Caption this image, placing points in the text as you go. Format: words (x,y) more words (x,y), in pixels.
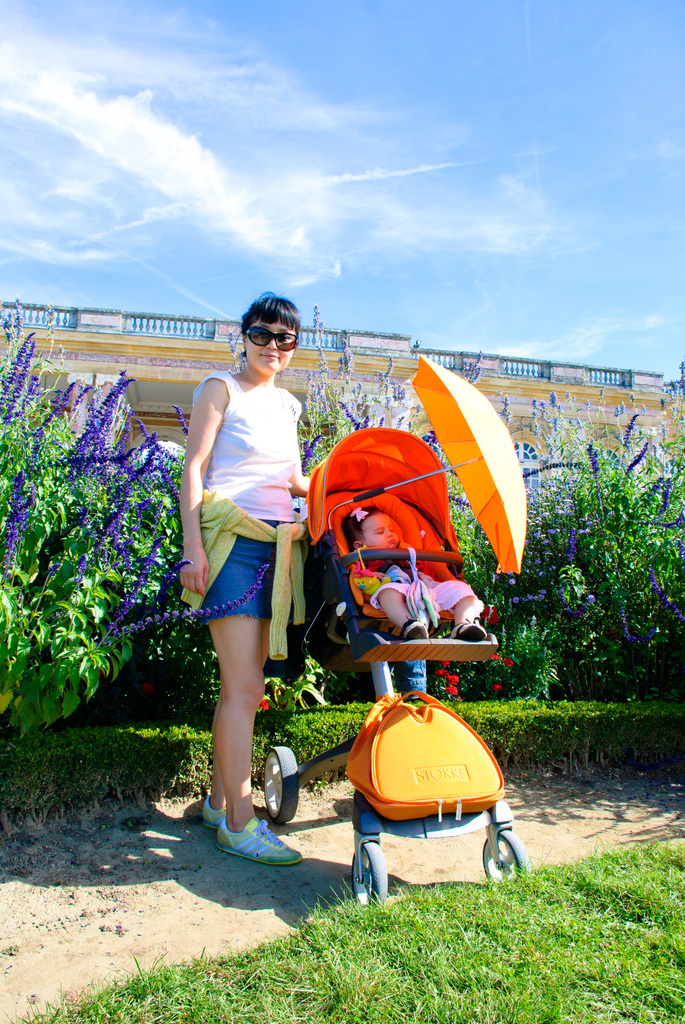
A woman (286,426) is standing wearing goggles (292,343), white t shirt (253,442) and shorts (246,573). A baby (432,583) is present in a stroller (424,537). There is an umbrella (497,497). There are flower plants (656,500) and building (212,348) at the back (375,368).
